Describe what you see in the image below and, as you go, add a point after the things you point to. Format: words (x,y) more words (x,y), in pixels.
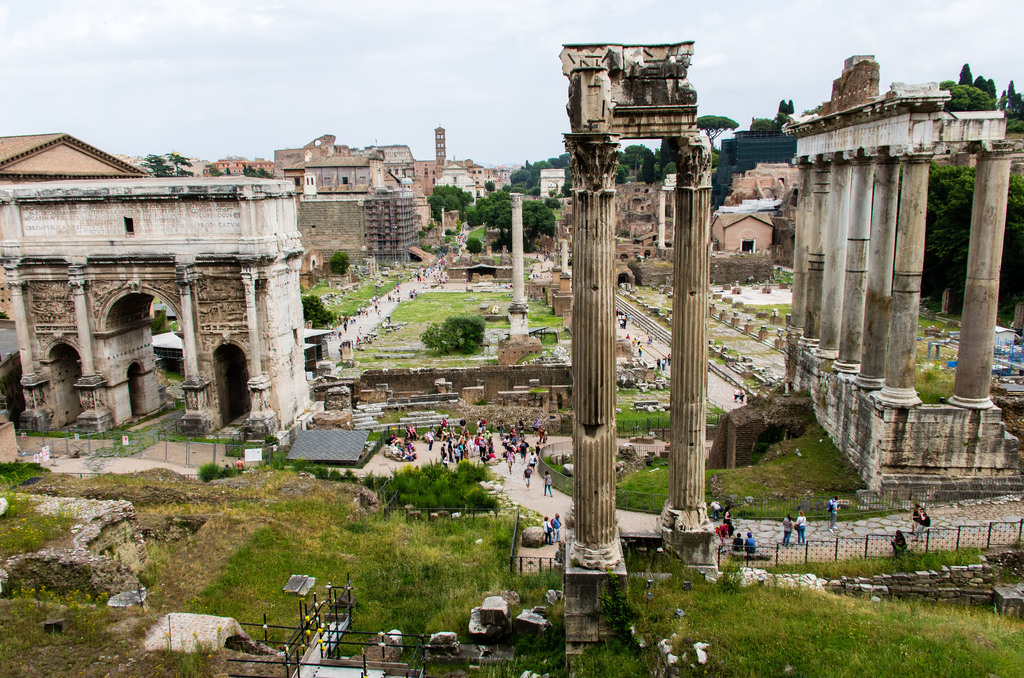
In the picture we can see a historical construction site (516,561) with some historical buildings (113,359) and pillar (687,175) and in the middle of it we can see a grass surface (761,495) and some plants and trees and some people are standing near it and in the background (202,164) we can see full of buildings (337,172) and behind it we can see trees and sky (509,72) with clouds (811,31).
